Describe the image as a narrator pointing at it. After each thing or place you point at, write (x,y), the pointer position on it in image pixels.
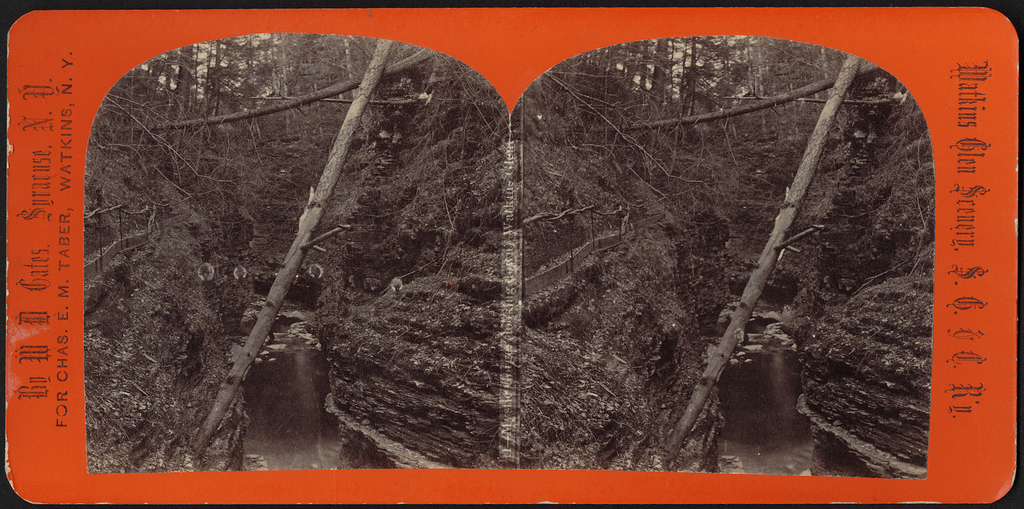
In this image we can see a poster (513,325). On the sides we can see text (40,154). Also there are two same images (584,198). On the image we can see trees (298,172). Also there is water (773,419).
